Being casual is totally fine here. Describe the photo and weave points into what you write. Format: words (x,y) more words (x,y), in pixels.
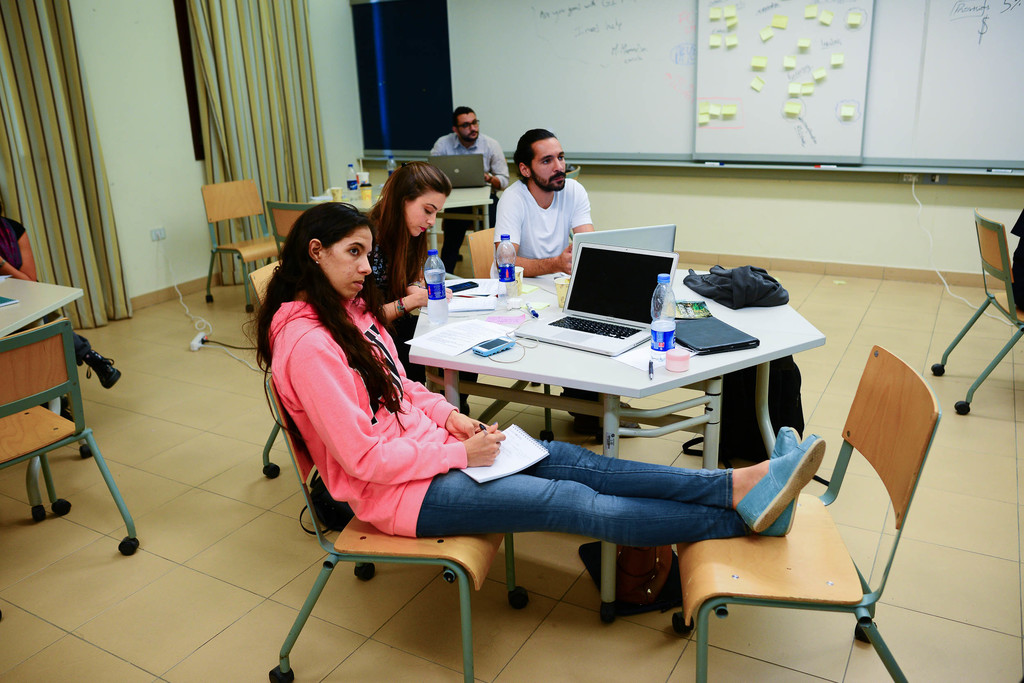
There are three members (340,304) sitting around a table (521,372) in their chairs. On the table (569,355) there are some laptops (590,324), water bottles (669,315), papers (484,337) were there. In the background (458,133) there is another man (471,143) sitting in front of a laptop (460,173) on the table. We can observe a white marker board (704,90) and a curtain (278,81) here.
